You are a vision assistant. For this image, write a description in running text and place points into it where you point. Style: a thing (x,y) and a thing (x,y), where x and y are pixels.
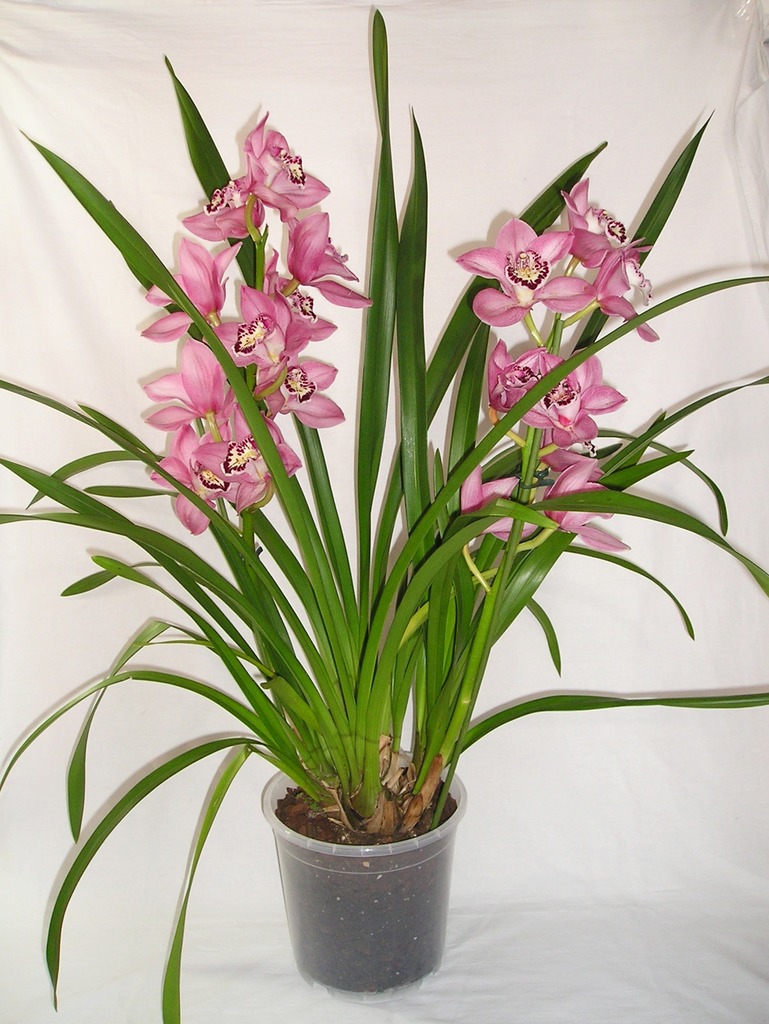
In this image we can see a houseplant (310,566).
